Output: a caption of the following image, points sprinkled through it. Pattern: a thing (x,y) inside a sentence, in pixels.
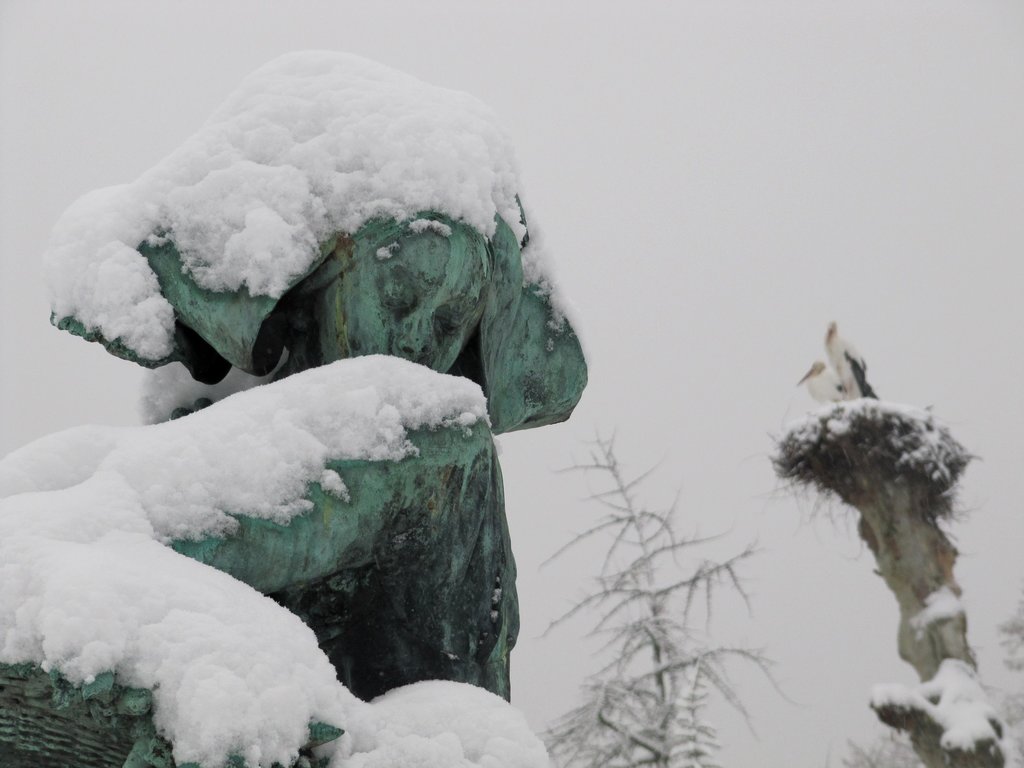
In this image on the left side (234,232) I can see the snow (296,245) on something. On the right side (833,400), I can see the birds (838,366).
